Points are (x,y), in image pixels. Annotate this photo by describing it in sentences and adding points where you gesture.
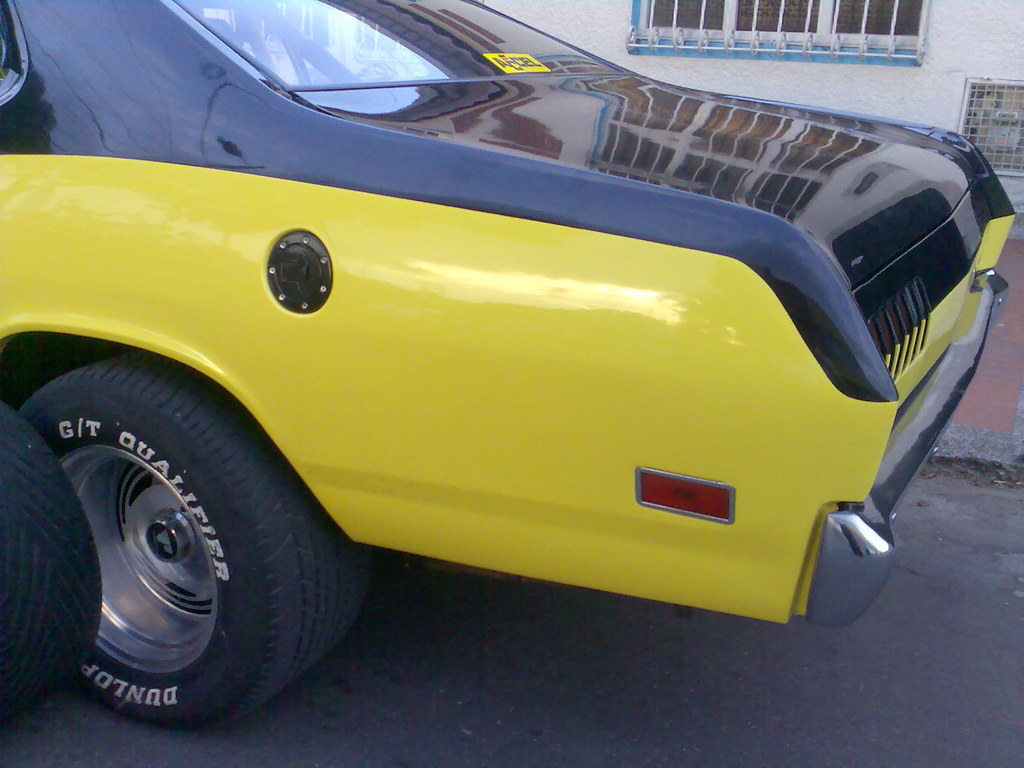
In the picture we can see back side part (657,176) of the car (253,606) with yellow and black in color and beside the car (739,318) we can see a part of the path (997,387) and a wall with a part of the window (859,31).
